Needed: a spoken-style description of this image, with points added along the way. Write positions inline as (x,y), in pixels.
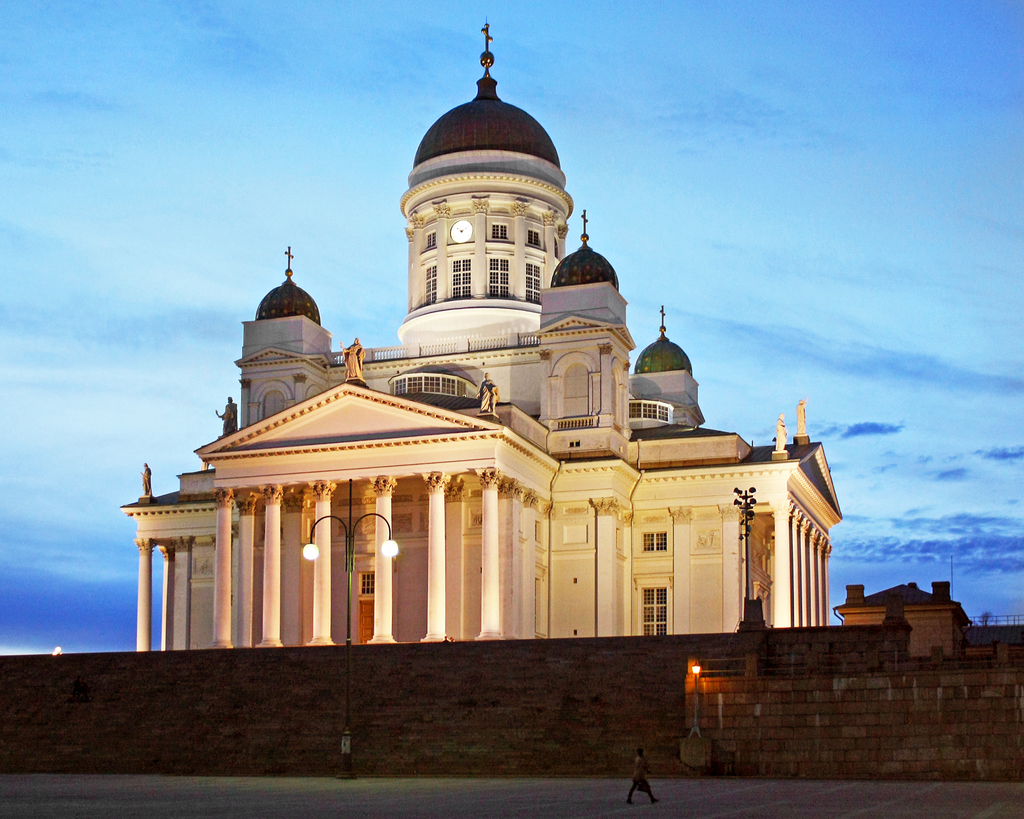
In this image there is a man (638,778) walking on a road (460,811), in the background (343,691) there is a light pole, wall (877,676), palace (548,493) and the sky (96,456).
